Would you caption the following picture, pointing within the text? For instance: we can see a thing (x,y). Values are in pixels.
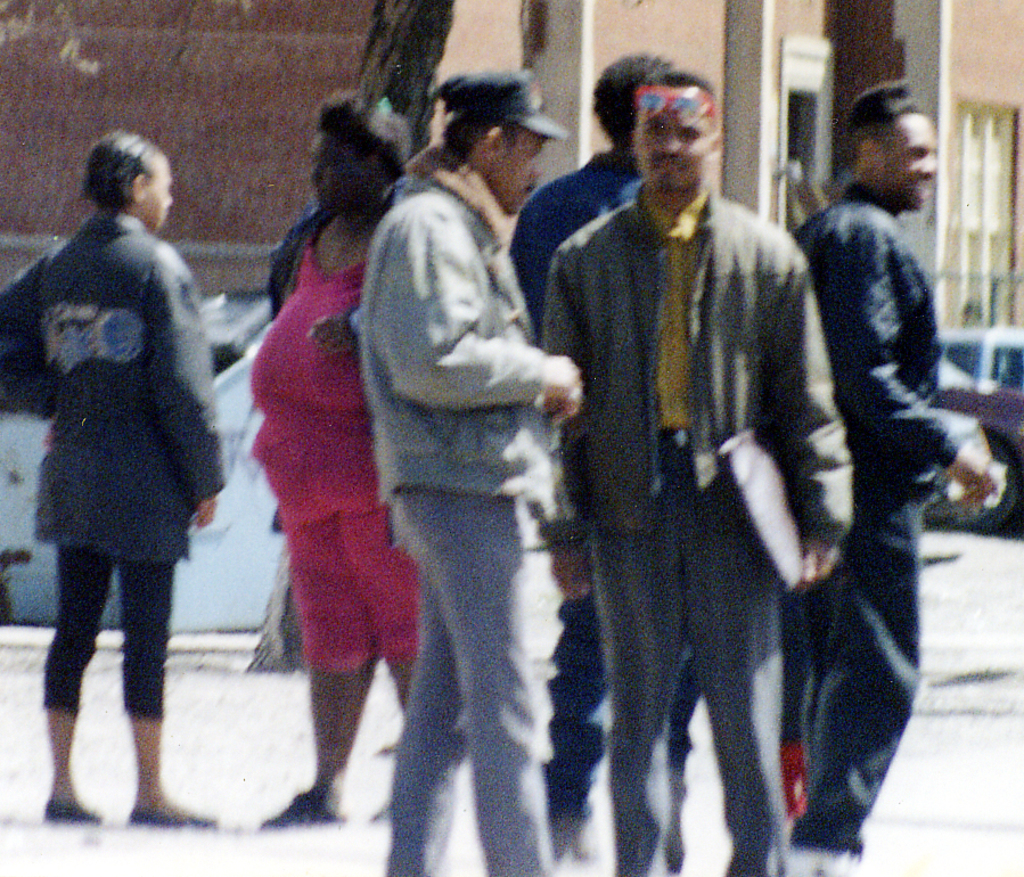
In this image I can see a person (682,322) wearing yellow shirt (686,268), jacket (647,311) and pant (649,703) is standing and holding an object (754,495) in his hand (811,579) and another person (500,238) wearing hat (526,107) is standing. In the background (104,355) I can see few other persons (820,303) standing, few vehicles (219,364) and the building (693,50).
